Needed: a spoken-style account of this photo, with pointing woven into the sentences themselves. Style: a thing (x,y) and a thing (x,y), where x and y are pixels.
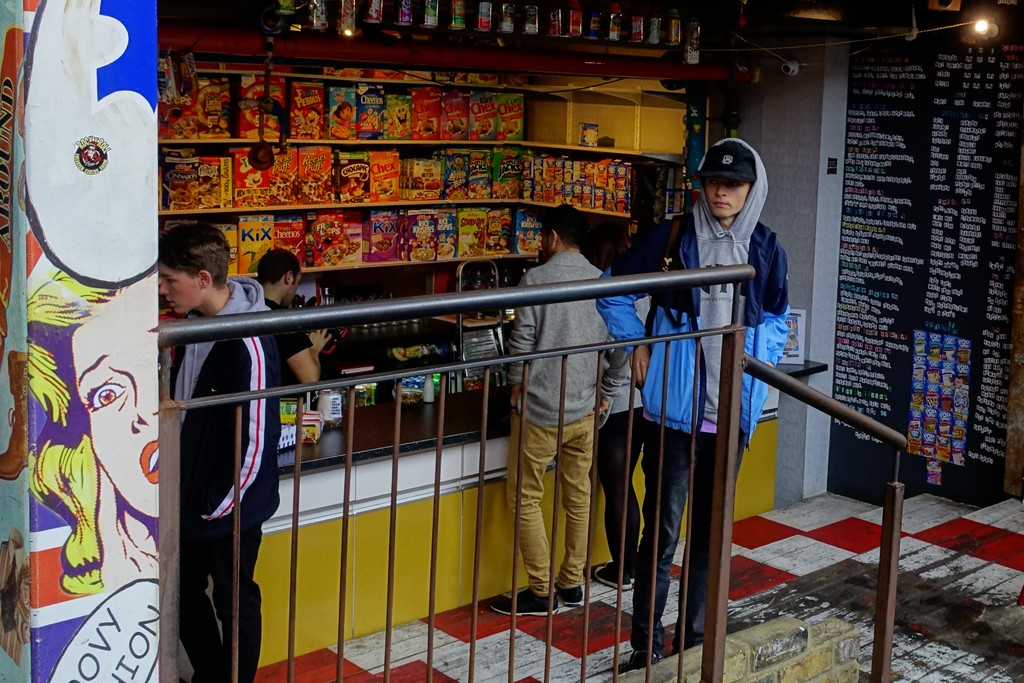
In this picture we can see one shop (404,261) so many objects (382,174) are placed in the shelves (421,140), few people (516,459) are standing in front of the shop (804,244).
